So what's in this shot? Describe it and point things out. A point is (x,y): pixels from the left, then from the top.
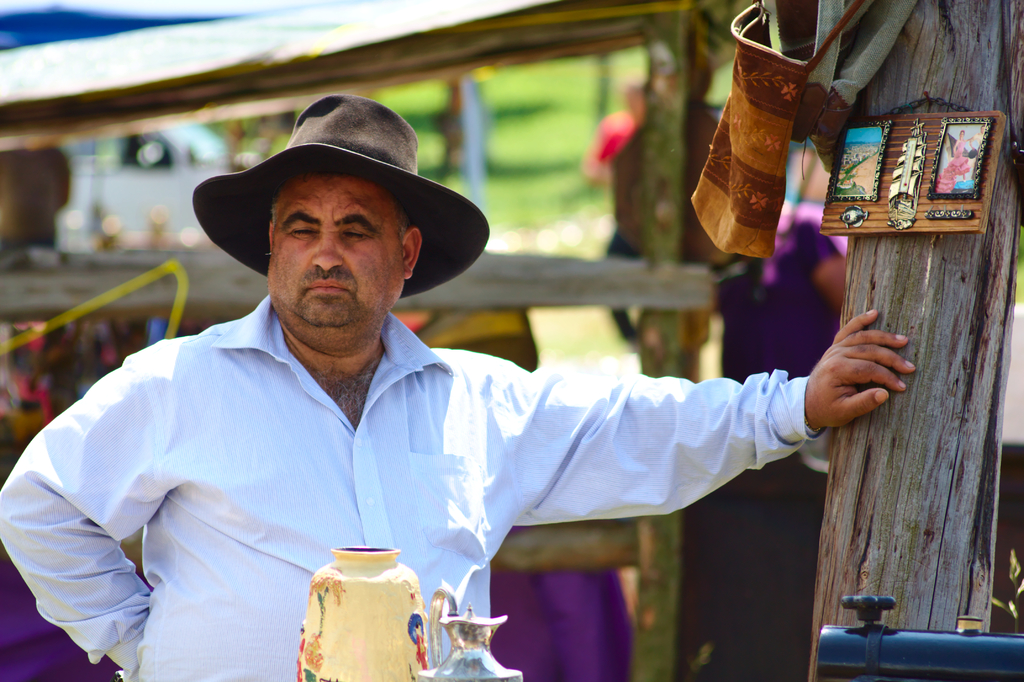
In the center of the image (351,347) we can see a man (351,347) standing. He is wearing a hat (365,148). On the right (948,202) there is a frame (865,199) and we can see bags (786,88). In the background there is a tent (151,115).
